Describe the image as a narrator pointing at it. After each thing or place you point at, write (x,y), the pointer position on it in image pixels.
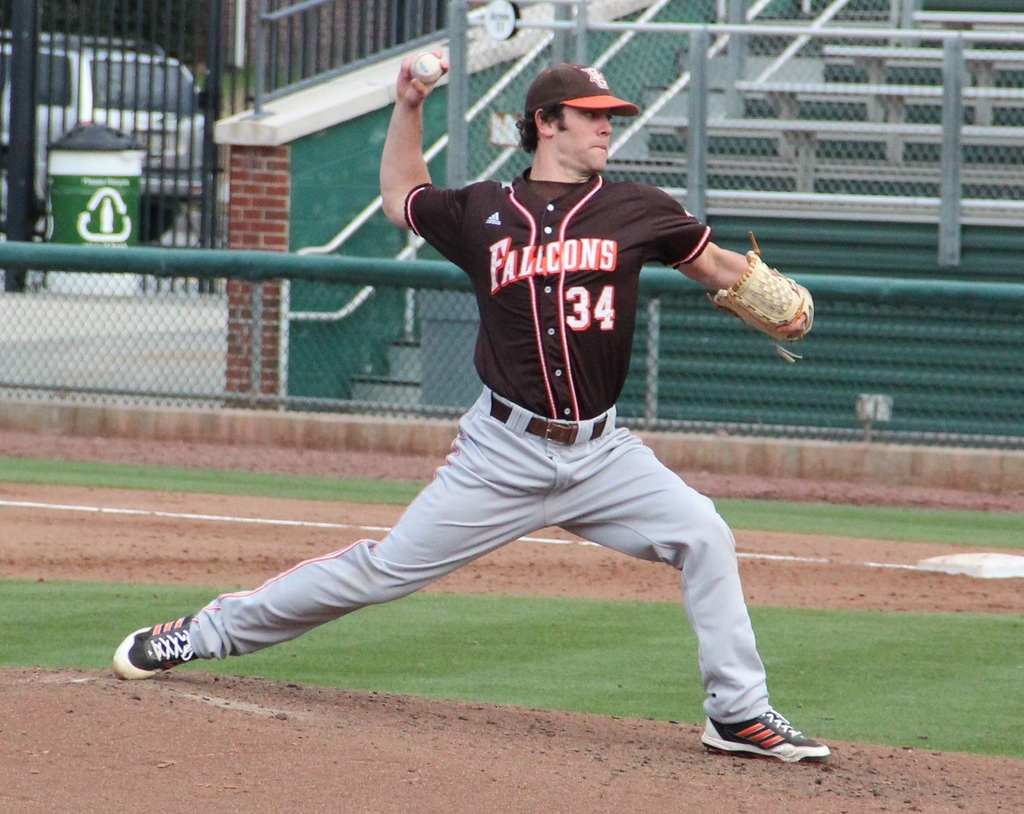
In this picture we can see a man (568,405) is throwing a ball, at the bottom (948,680) there is grass (948,680), there is fencing (667,304) in the middle (682,304), in the background (109,213) we can see a board (120,206) and a car (130,111).
